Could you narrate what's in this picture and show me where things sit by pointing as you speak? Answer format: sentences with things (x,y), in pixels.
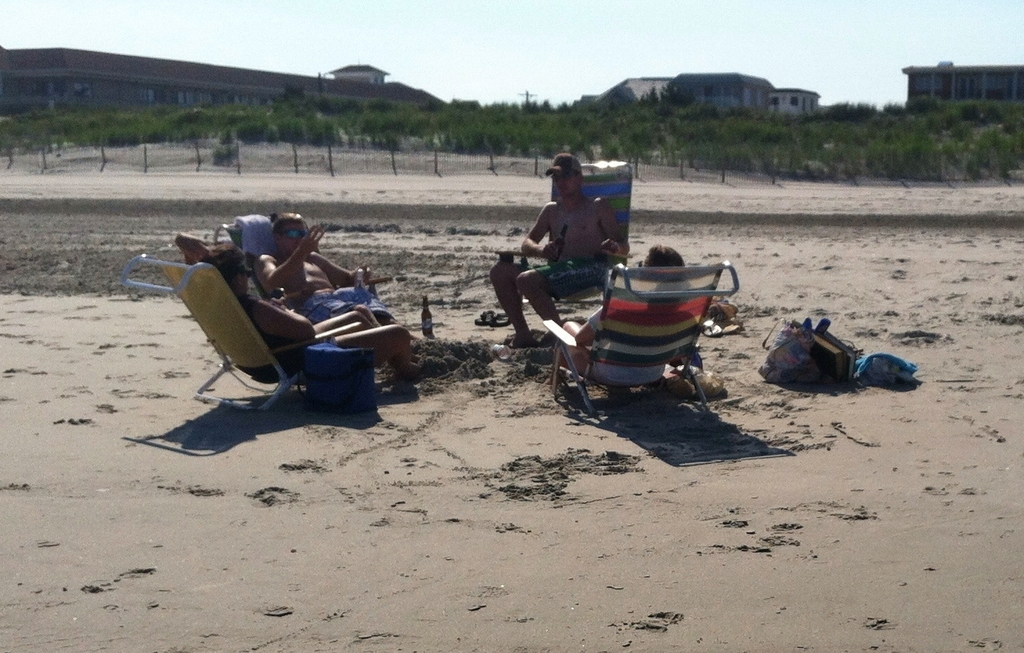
In this image we can see few persons (331,319) sitting on chairs (699,298) and a person (618,254) is holding a bottle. Beside the persons (363,302) we can see few objects (766,339) on the ground (483,365). Behind the persons (561,215) we can see the fencing (641,175), trees (606,150) and buildings (372,98). At the top (417,66) we can see the sky (329,62).
